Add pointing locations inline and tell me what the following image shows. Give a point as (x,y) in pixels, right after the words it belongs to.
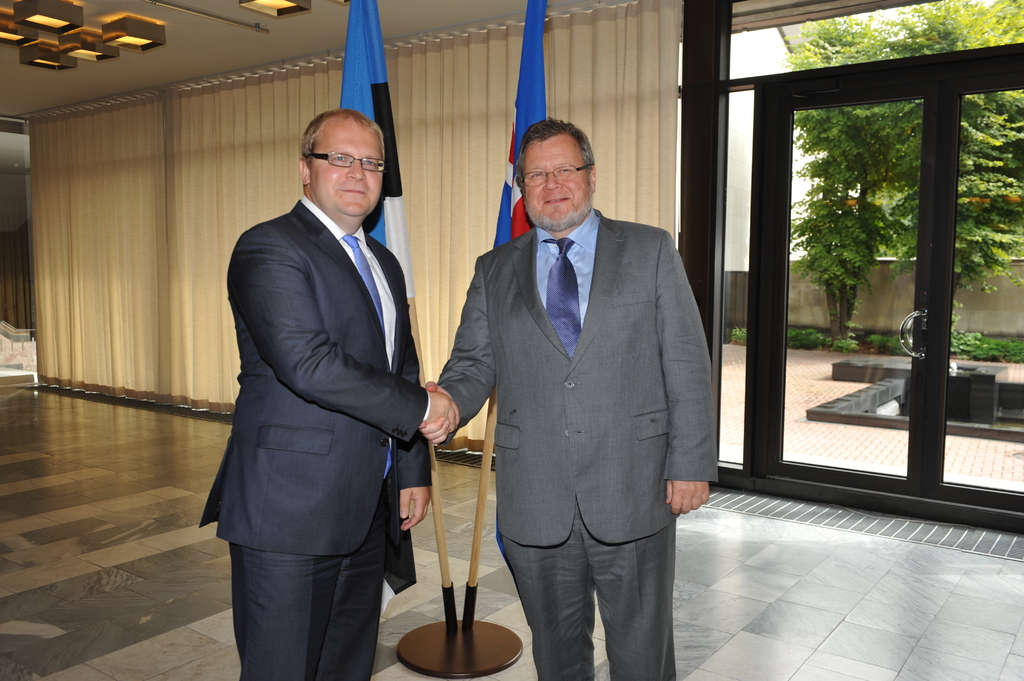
In this image, we can see people (503,380) standing and are wearing coats (235,275), ties (378,305) and glasses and are holding hands (435,410). In the background (397,107), we can see flags (528,88), lights (69,24), a curtain (449,116) and there are glass doors (790,222), through the glass (870,187) we can see trees (870,187). At the bottom (502,623), there is a floor (763,646).
